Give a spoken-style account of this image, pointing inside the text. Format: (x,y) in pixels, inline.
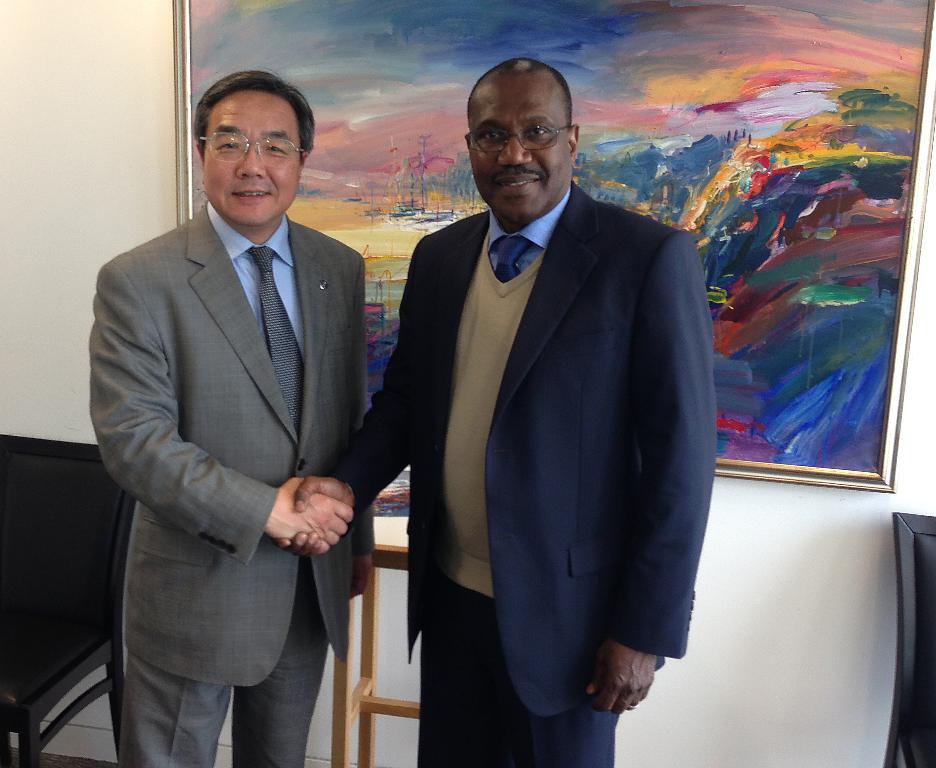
In this image I can see two persons (362,365) wearing shirts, ties (520,243), blazers (475,254) and pants (253,727) are standing and shaking hands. In the background (61,526) I can see chairs (69,584), the wall (77,131) and a huge photo frame (436,45) attached to the wall (90,163).
